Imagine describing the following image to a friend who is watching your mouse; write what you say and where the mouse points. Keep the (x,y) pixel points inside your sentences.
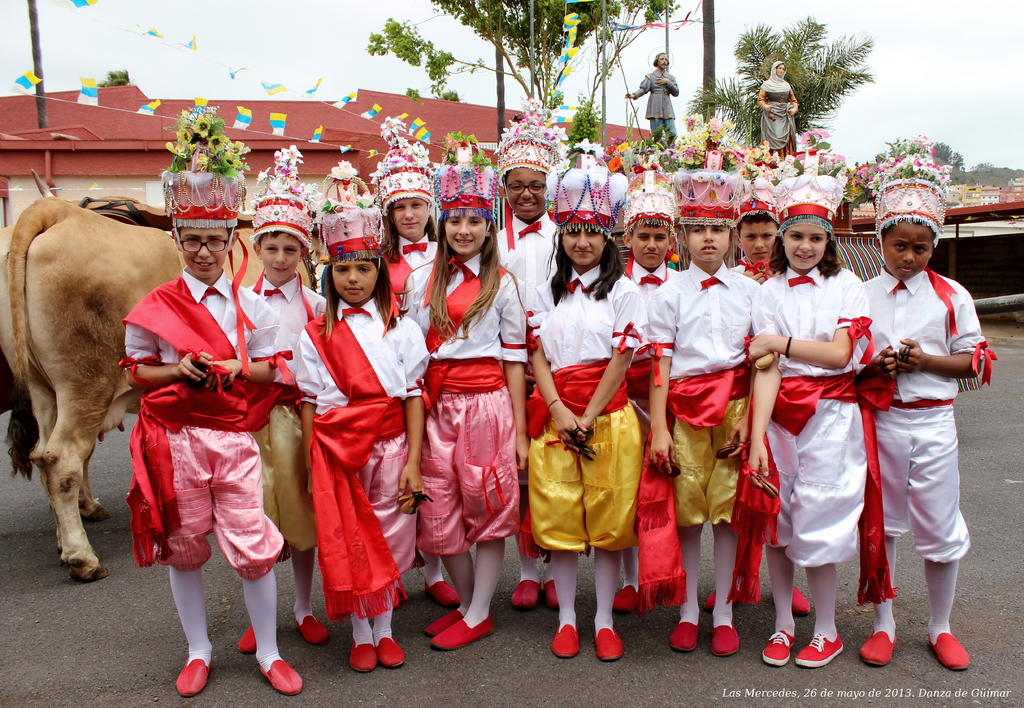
This is an outside view. Here I can see few children (355,374) wearing costumes (445,359), standing on the road (420,707), smiling and giving pose for the picture. On the left side (123,385) there is an animal (106,280). In the background (150,125) there are few buildings (966,202), poles (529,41), trees (513,74) and also I can see two statues (774,91) of persons (775,124). At the top of the image (922,47) I can see the sky (931,65).
